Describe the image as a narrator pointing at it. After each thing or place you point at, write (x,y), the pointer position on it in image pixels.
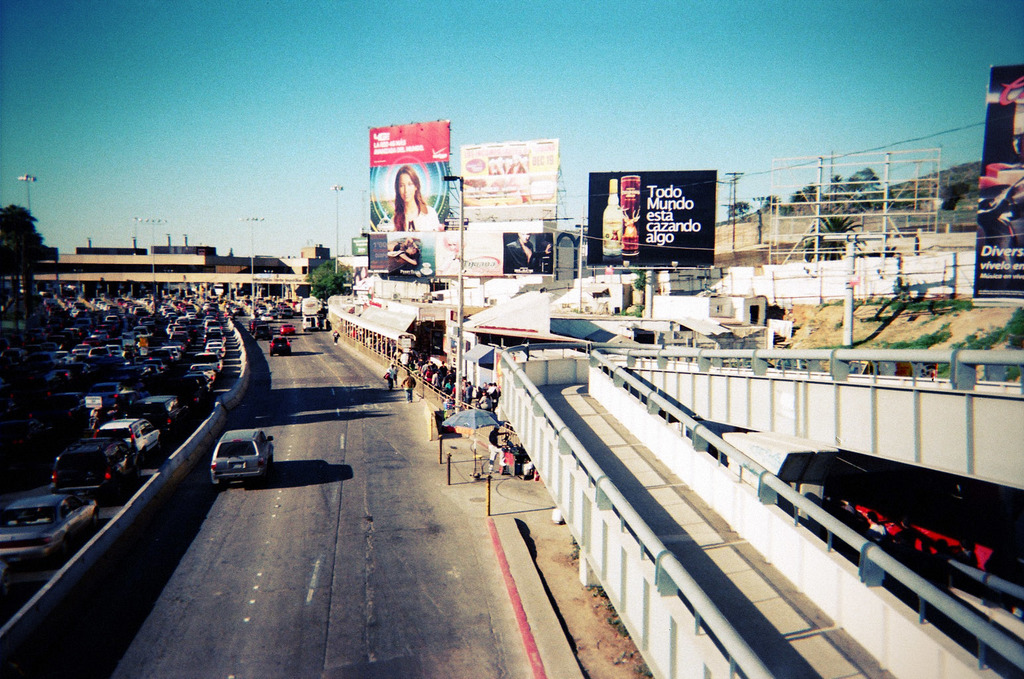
In this image there are road (353,439), people (455,375), railing (501,410), umbrella (482,415), trees (20,233), hoardings (527,189), light poles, vehicles (138,313), buildings (583,299), sky (387,120) and objects (239,336). Vehicles (123,363) are on the road (180,430).
